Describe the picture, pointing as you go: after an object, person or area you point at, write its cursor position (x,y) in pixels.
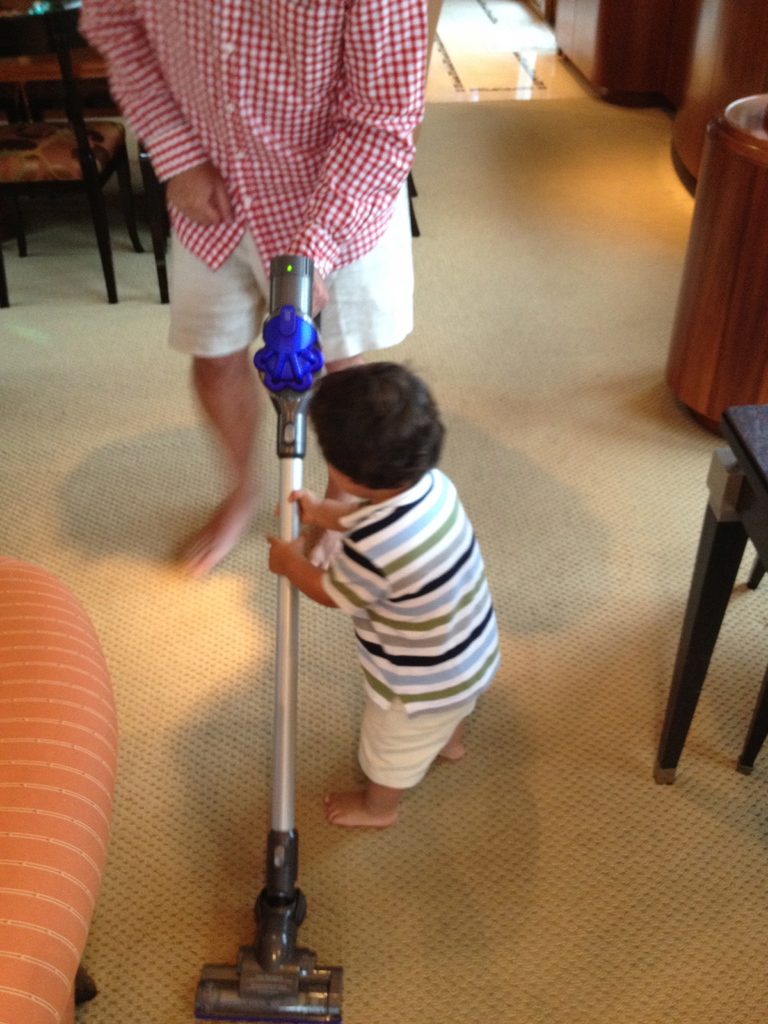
This is an inside view of a room (248,549). In the middle of this image (338,342) I can see a man (357,141) and a baby (406,490) are standing on the floor (435,388) and holding the vacuum cleaner (288,708) in the hands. On the left side (37,817), I can see a couch (49,715). On the right side (717,564) there is a table (736,490) and a cupboard (619,61) are placed on the floor (583,377). In the top left (45,168), I can see few empty chairs (65,119).
